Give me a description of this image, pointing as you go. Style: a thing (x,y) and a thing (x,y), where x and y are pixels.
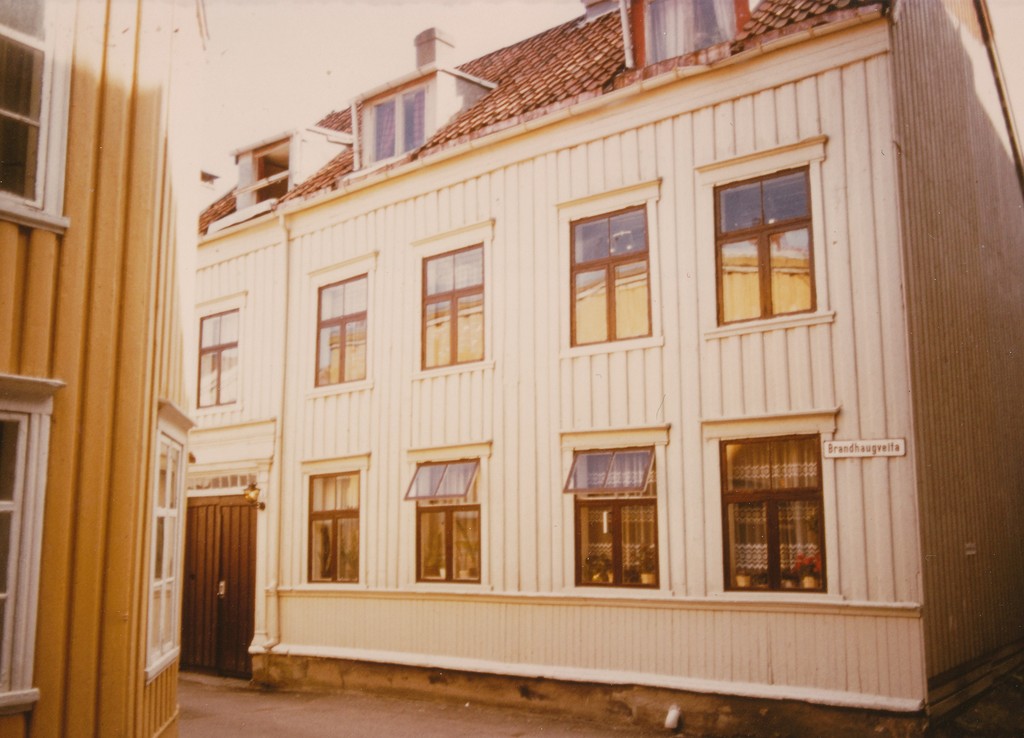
In this image we can see the buildings (363,531), there are some windows (591,556), doors (198,587) and a board (868,456) on the building (872,408).
